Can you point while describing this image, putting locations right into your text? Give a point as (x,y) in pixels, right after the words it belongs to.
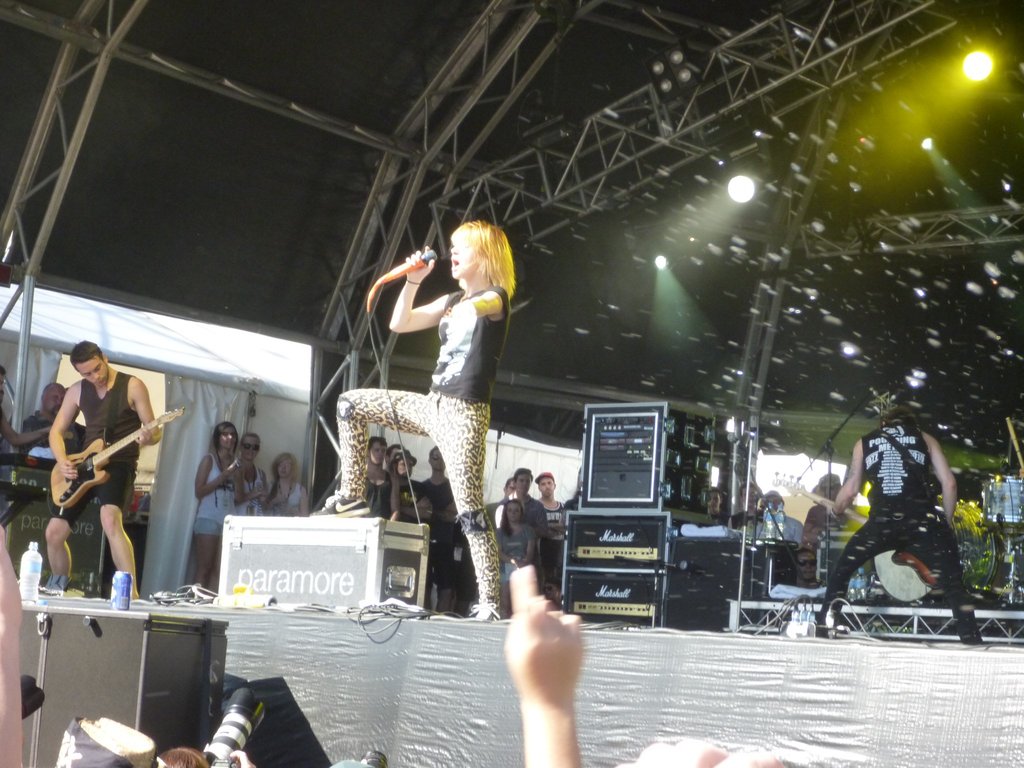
In this image I can see number of people (103,375) where three of them are on stage (759,663). I can see two of them are holding guitar (94,448) in their hands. Here she is holding a mic (424,260) in her hand (405,278). In the background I can see few lights (971,56).
